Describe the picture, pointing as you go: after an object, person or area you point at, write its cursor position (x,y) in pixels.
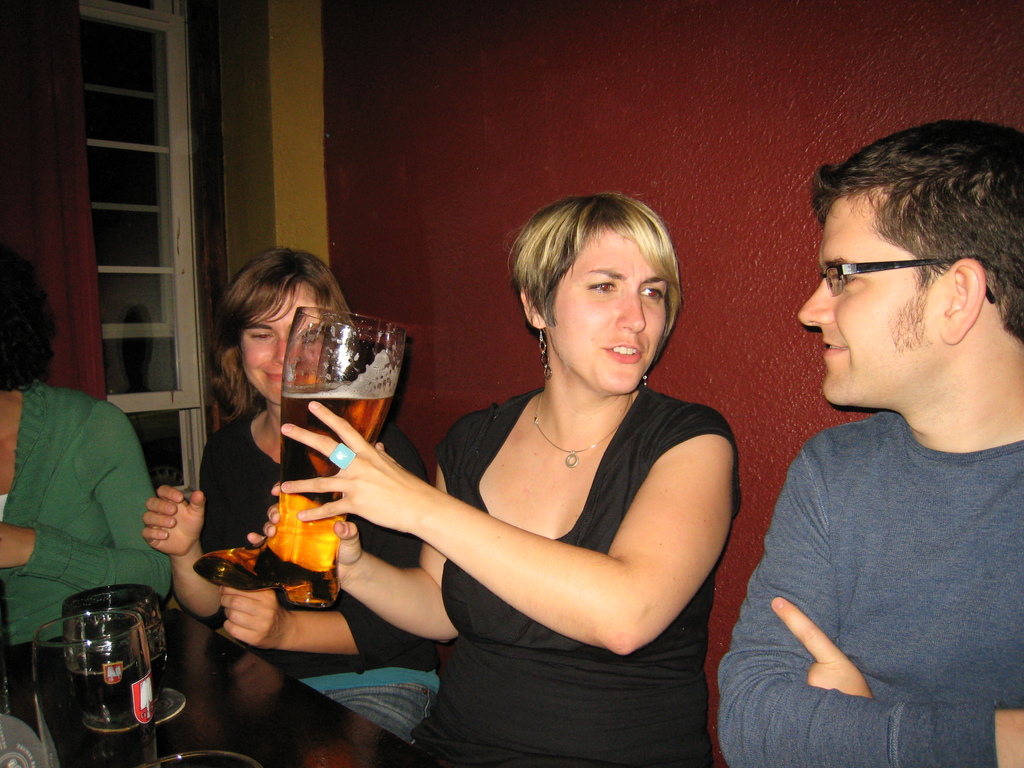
In this image In the middle (488,457) there is a woman (533,436) she wears black dress (544,682) her hair (577,242) is short she is holding a glass (323,463). On the right (842,526) there is a man (852,473) he wears t shirt (844,463). On the left (41,563) there are two women (239,533) sitting. At the bottom (225,670) there is a table (219,711) on that there is a glass (108,696). In the background (662,126) there is a wall (491,106) and door (167,115).
